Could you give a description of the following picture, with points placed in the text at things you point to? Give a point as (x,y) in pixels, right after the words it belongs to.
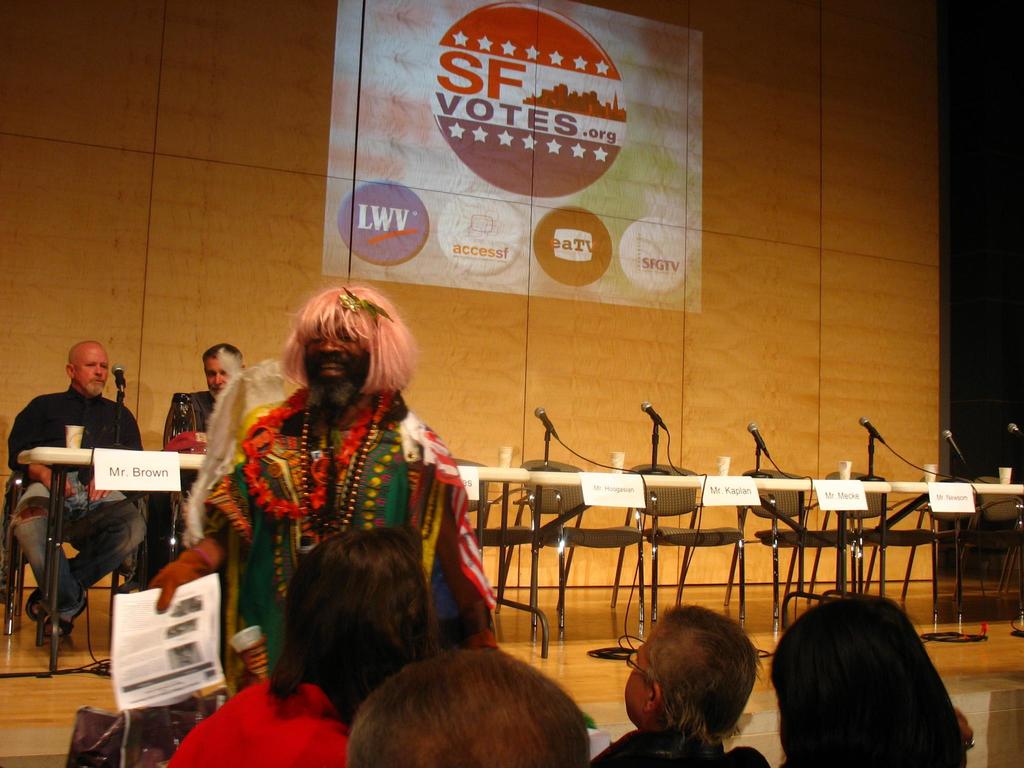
In this image we can see a man (253,595) wearing costume (231,630) holding a paper (169,672) in his hand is standing. In the foreground of the image (423,721) we can see a group of people (878,729) sitting. In the center of the image (570,486) we can see two men (90,513) sitting on chairs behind a table (93,457) containing microphones (116,400) on stands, cables (619,470) and some glasses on it. At the top of the image (535,71) we can see a screen (571,157) on the wooden surface (493,488).
